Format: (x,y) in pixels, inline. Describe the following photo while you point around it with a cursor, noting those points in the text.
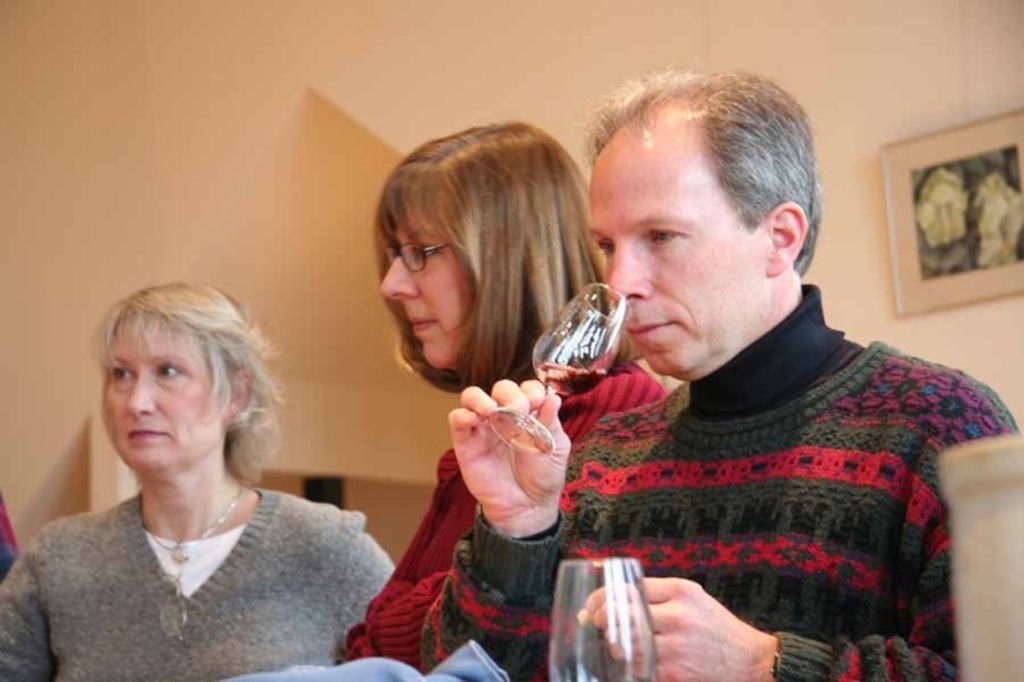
3 people (250,381) are standing. A person (721,503) at the right (722,436) is holding a glass (548,373) of drink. There is a glass (577,569) at the front (587,592). There is a photo frame (934,203) on the wall (875,238).
